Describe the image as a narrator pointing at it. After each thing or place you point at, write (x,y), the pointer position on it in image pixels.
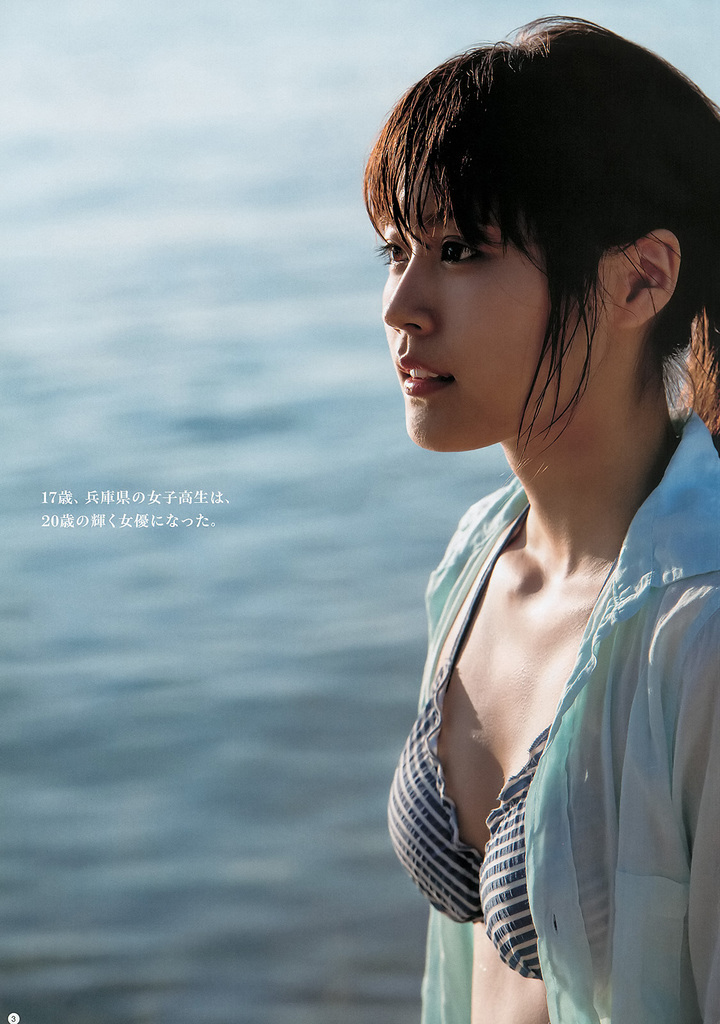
There is a picture of a woman (551,551) on the right side of this image (585,596), and there is a surface of water (311,576) in the background (238,572).
